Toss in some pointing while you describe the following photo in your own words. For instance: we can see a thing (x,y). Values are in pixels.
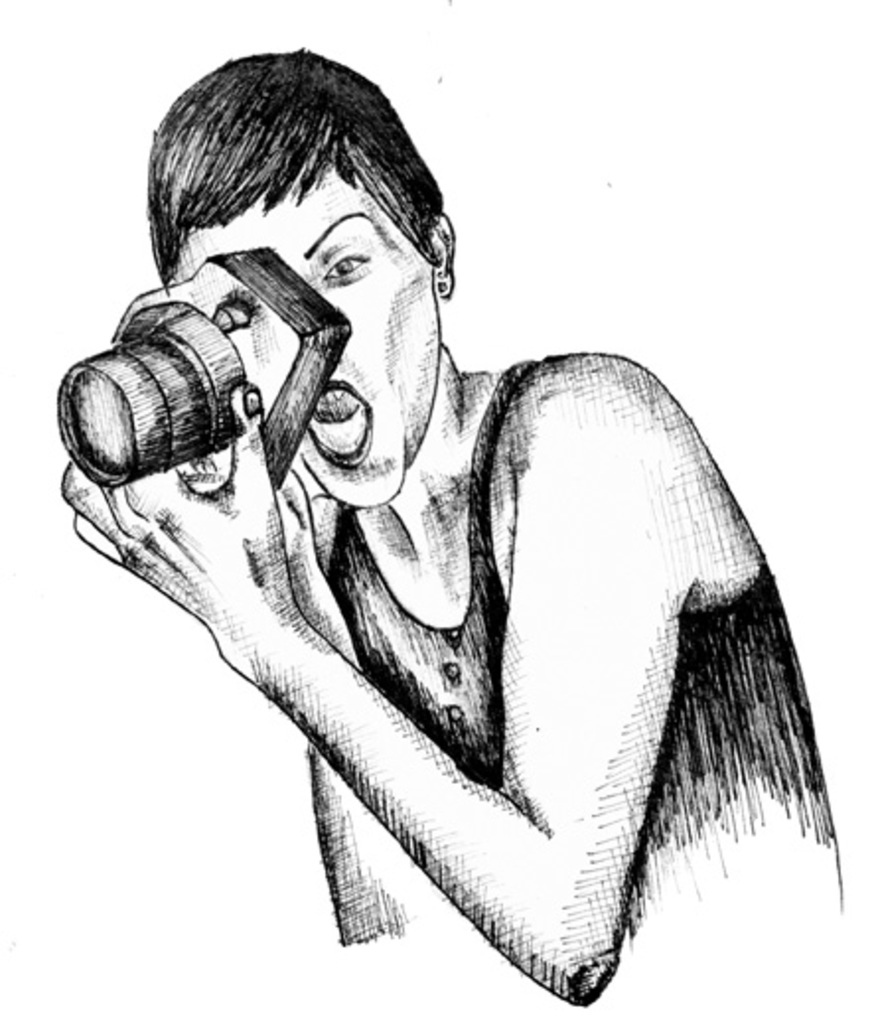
In this image there is a sketch (423,169) of a lady (168,182) holding a camera (209,408), in her hand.
